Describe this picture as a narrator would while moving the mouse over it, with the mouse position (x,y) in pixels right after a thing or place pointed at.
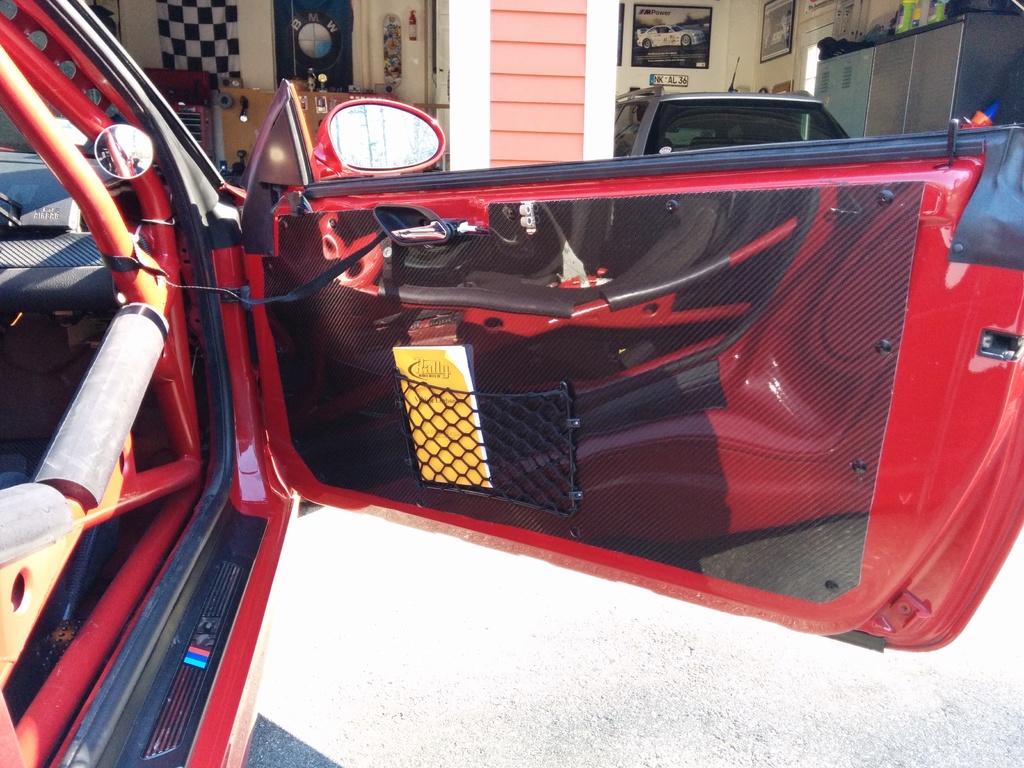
In this picture I can see two cars (494,329) in the middle (483,346), at the top (640,26) there are photo frames (694,45) on the wall (742,45).
